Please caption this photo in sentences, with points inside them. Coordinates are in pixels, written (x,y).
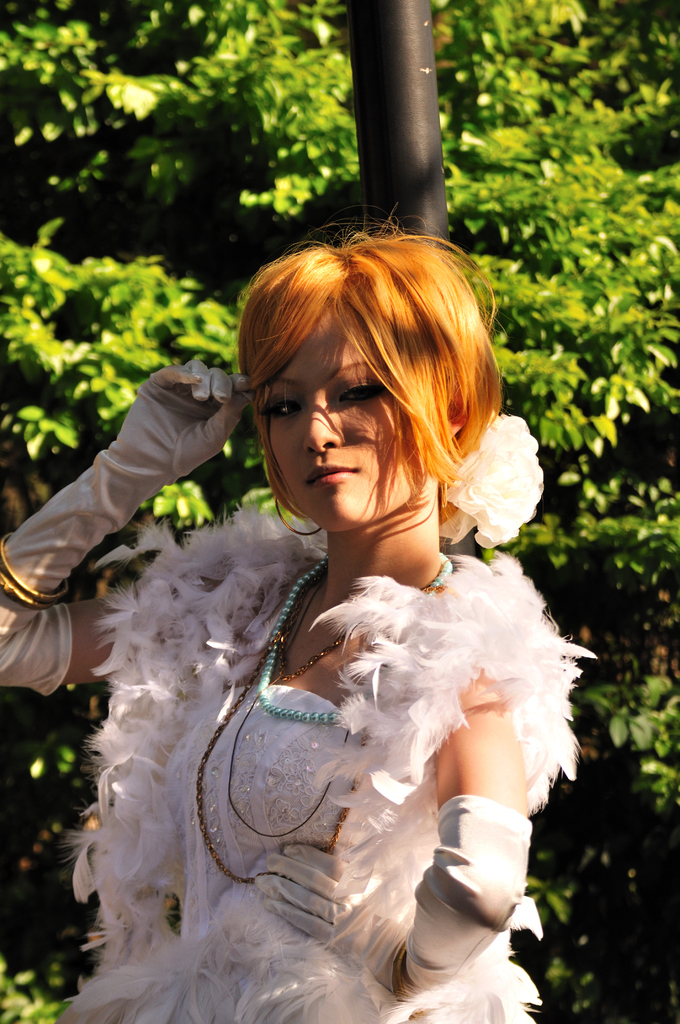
Here I can see a woman (258,763) wearing white color dress (256,835), facing towards the left side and giving pose for the picture. At the back of her there is a pole (392,90). In the background (152,169) there are few trees (149,102).
